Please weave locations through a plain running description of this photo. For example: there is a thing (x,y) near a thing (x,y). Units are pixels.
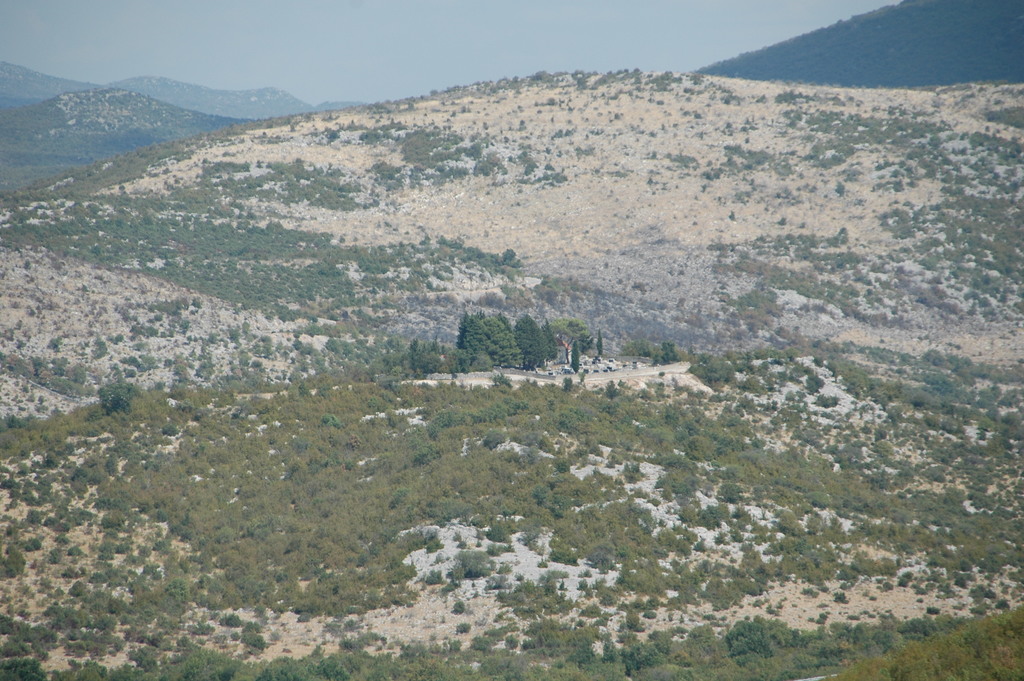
In this image there are trees (400,362) and there are mountains (385,141) and the sky (584,58) is cloudy.
